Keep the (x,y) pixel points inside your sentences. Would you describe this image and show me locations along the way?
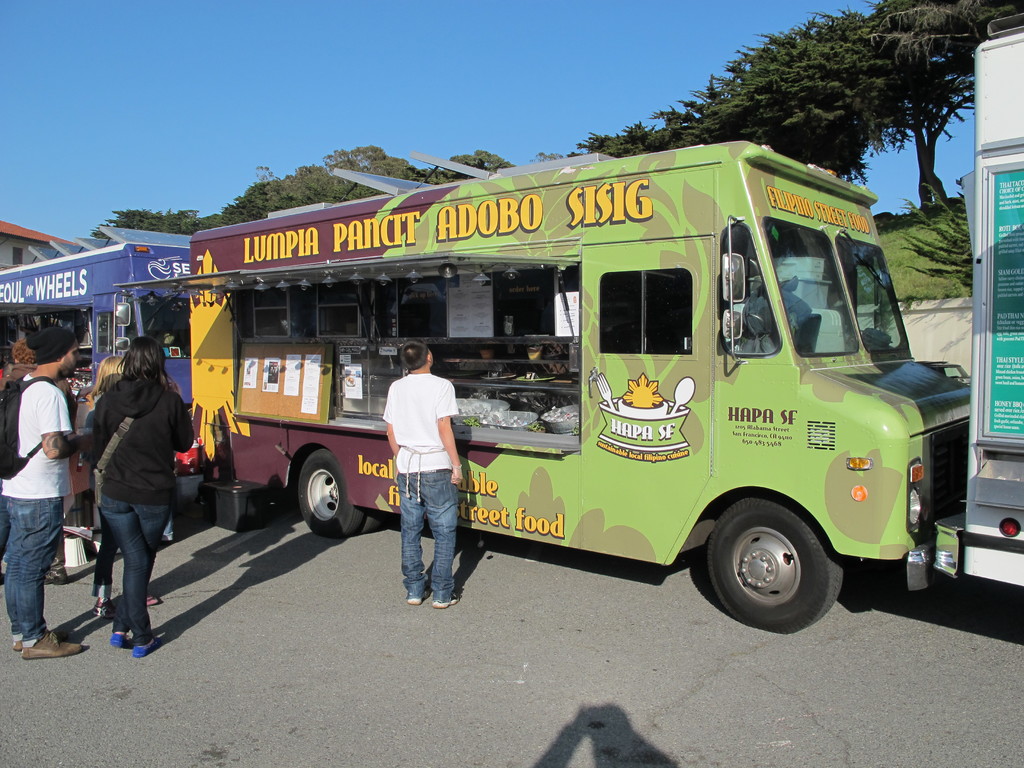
In this image we can see some people (163,524) and there are few vehicles (267,354) on the road (394,726) and we can see some text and pictures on the vehicles (348,398) and it looks like food trucks (290,354). We can see some trees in the background (822,66) and at the top (239,50) we can see the sky (557,30).
